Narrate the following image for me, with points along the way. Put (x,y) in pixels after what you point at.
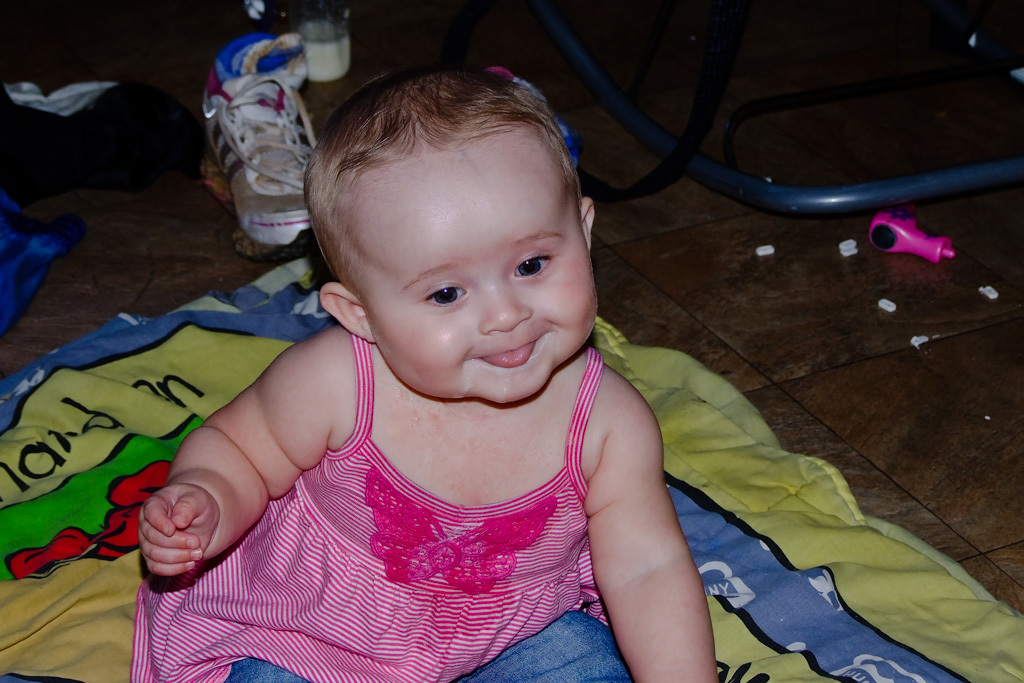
In the foreground of this picture (502,380) we can see a kid (414,374) wearing a frock (498,608), smiling and sitting on the ground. In the background (271,155) we can see the cloth (853,563) with a text (150,394) and we can see a shoe (280,74), toy (891,240) and some objects (31,236) are lying on the ground (44,289). In the top right corner (803,211) we can see the metal rods (959,188) and some objects (983,12).
